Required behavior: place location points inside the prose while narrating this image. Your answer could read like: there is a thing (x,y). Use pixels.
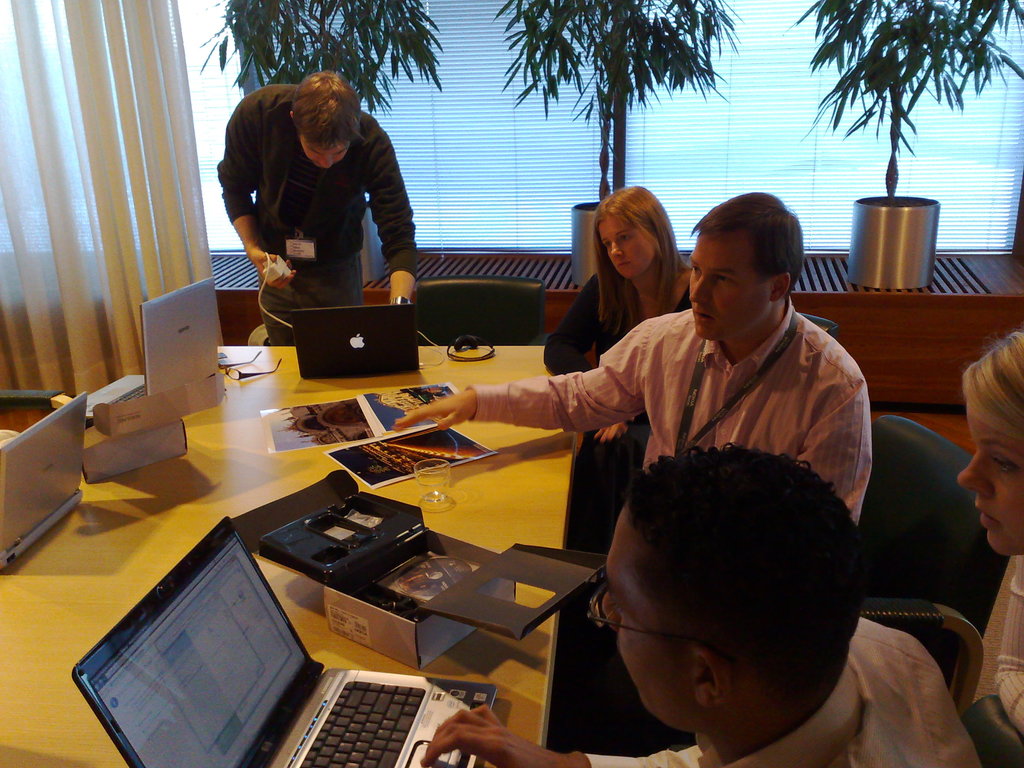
Two Men (594,379) are sitting on the chairs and this man (642,671) is working in the laptop (410,754) this person (726,385) is talking with them and beside him there is a woman (659,266) who is sitting. There are plants (603,173) in the background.
